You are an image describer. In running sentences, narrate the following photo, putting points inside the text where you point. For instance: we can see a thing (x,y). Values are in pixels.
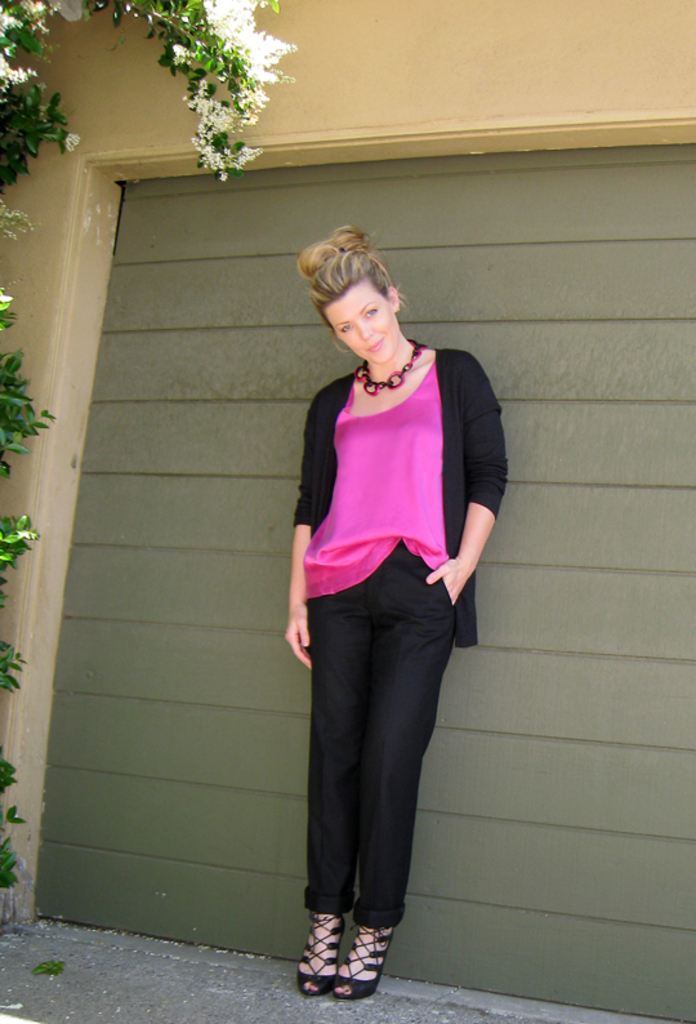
In this image, we can see a person (421,503) wearing clothes (373,643) and standing in front of the wall (201,289). There is a tree (36,128) on the left side of the image (20,439).
